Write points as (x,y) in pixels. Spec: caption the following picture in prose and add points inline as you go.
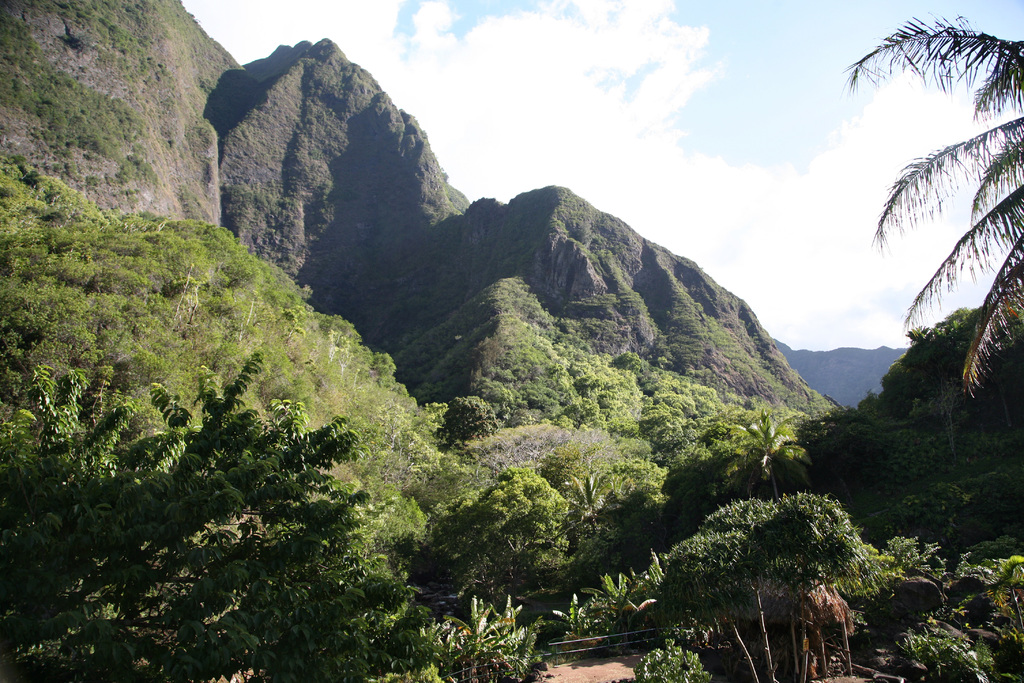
In the image I can see some mountains (97,332) and some trees (590,431) and plants (636,603).
